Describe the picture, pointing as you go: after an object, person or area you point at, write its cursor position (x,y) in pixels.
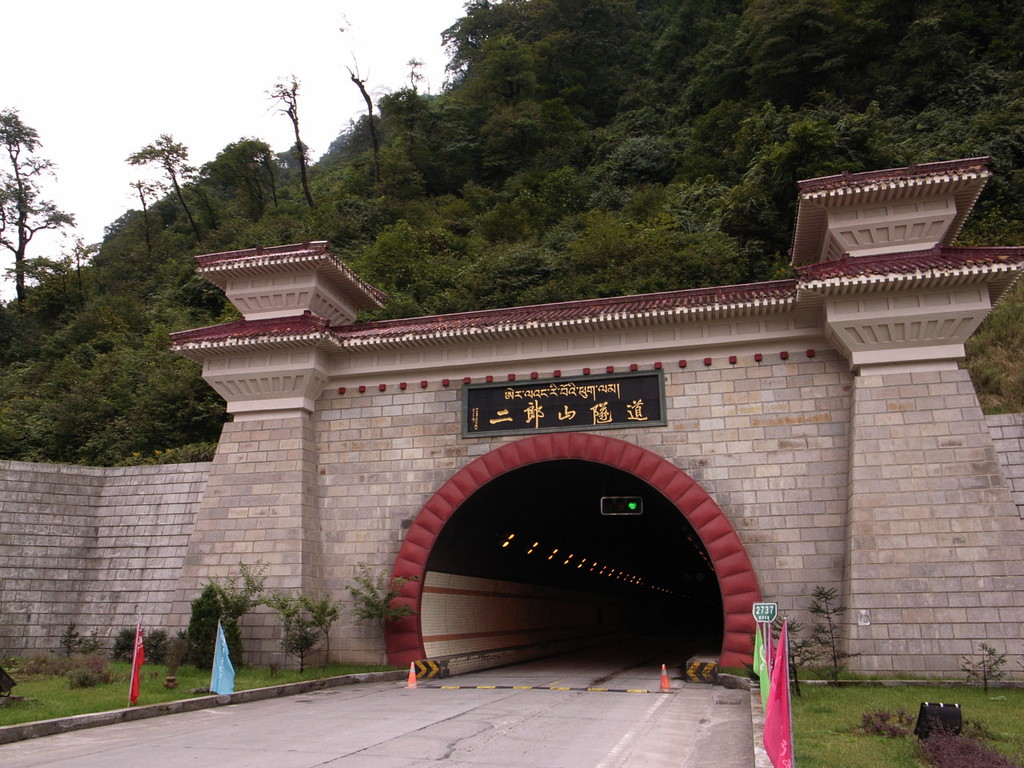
In this picture I can see a brick wall (616,430), hill (506,153) with some trees (497,152).
